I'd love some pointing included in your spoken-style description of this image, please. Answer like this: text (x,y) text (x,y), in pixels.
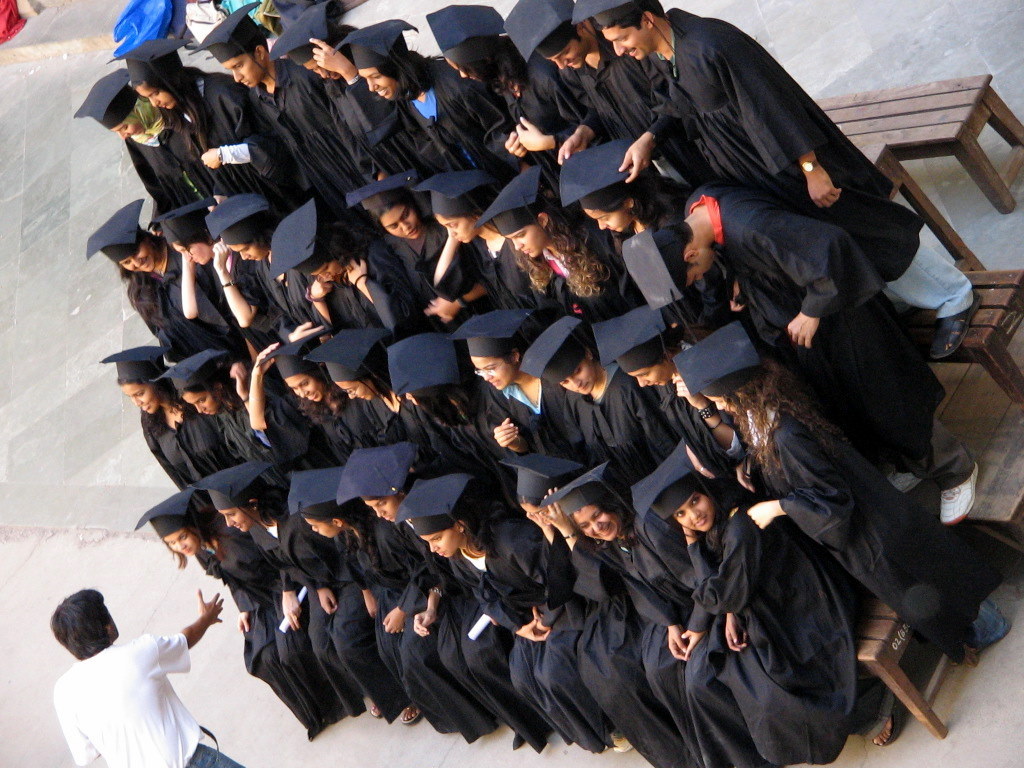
In this image I see number of people (504,312) in which few of them are sitting and rest of them are standing and I see that all of them are wearing same dress (609,442) and I see a man (127,660) over here who is wearing white and blue dress (164,734) and I see the benches (920,101) over here and I see the path (31,141).
